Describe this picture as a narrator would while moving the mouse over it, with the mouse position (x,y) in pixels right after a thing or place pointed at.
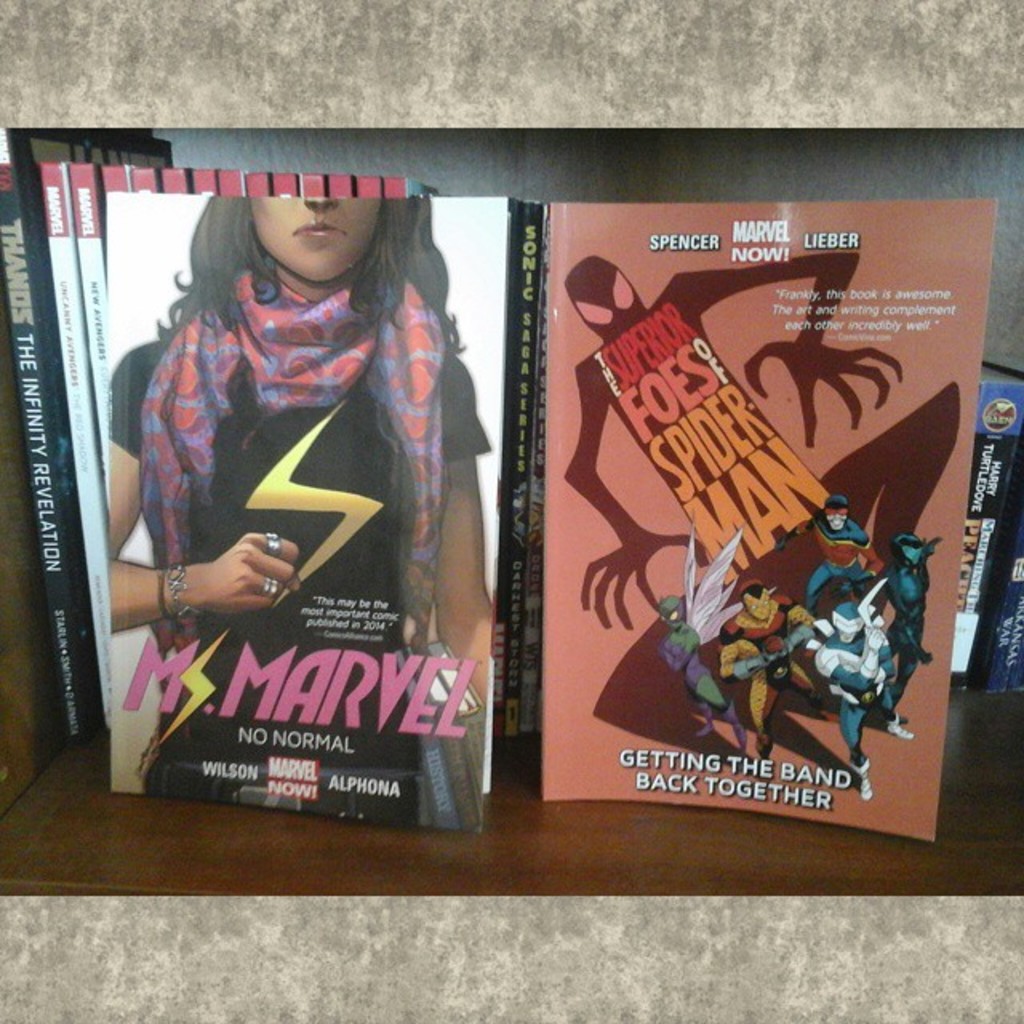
It seems to be an edited image. In the middle of the image (369,606) there are many books (438,635) on a wooden surface (488,838). On the books (715,509), I can see the text (716,358), an image (317,475) of a woman (265,449) and also I can see few cartoon images (793,609).
